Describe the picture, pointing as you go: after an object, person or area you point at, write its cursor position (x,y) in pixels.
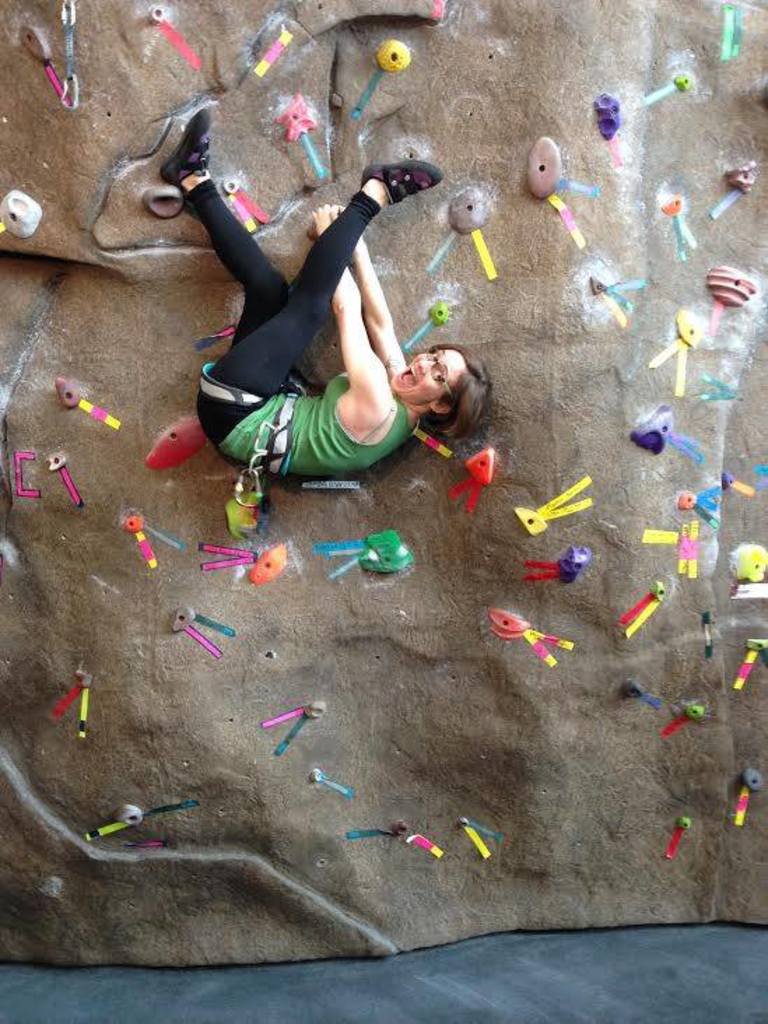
In this image we can see a person (294,425) climbing the wall (332,181) and also we can see some objects (439,315) on the wall (563,288).
